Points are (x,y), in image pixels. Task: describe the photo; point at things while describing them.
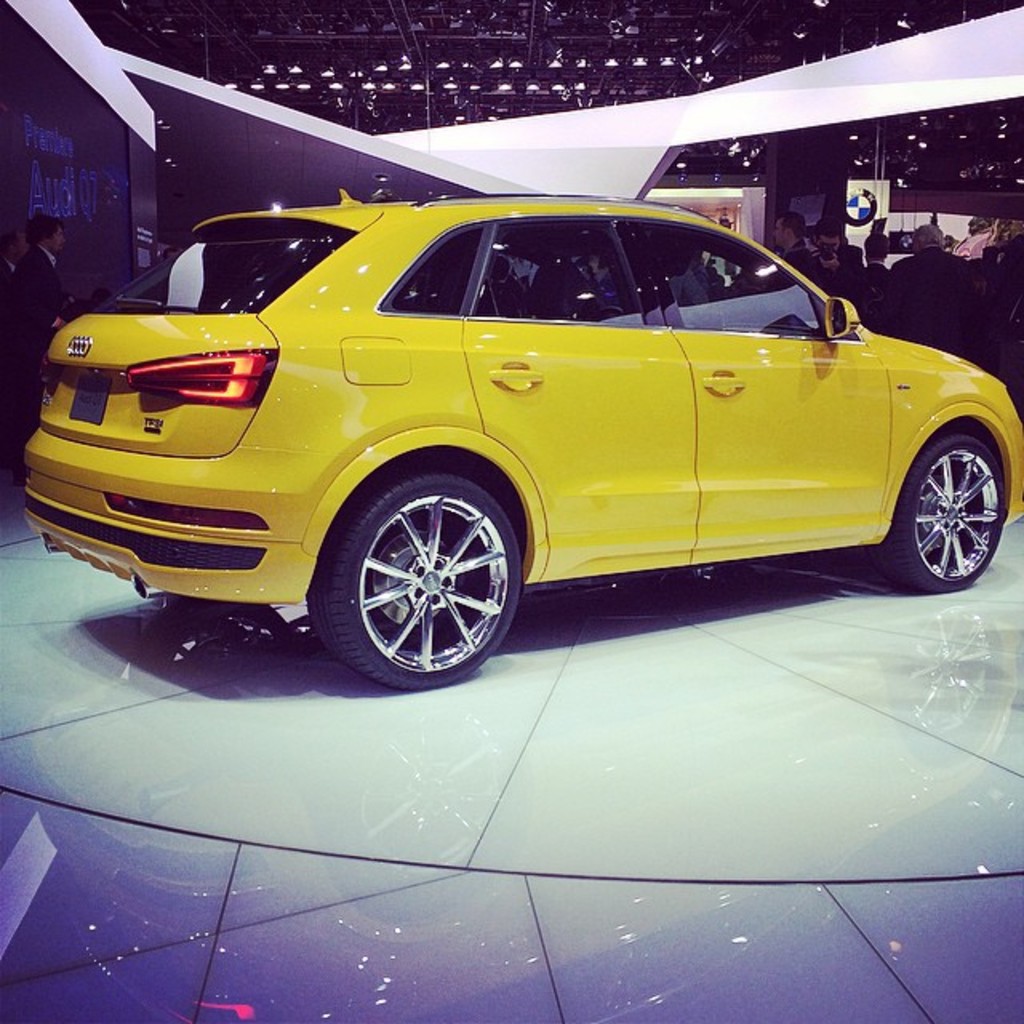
There is a yellow car (516,310) in the foreground area of the image (415,376) and there are people (933,280), poster (858,216), roof (1011,190) and light (859,163) in the background area (511,169).
